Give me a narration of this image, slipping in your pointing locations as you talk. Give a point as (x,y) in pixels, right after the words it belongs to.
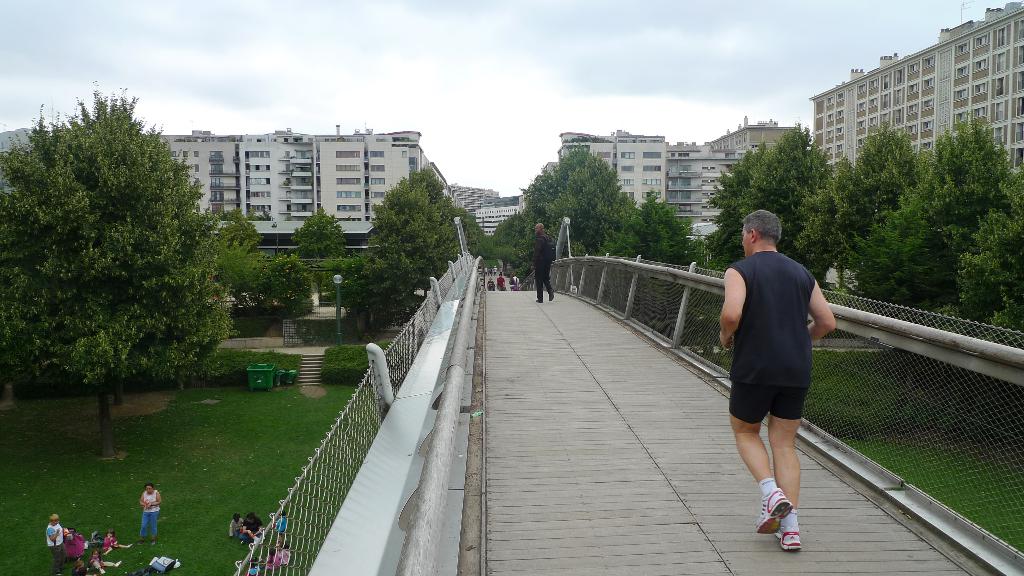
In this image I can see a bridge (632,268) on the bridge (632,268) I can see persons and there are some trees (102,210) and buildings (374,191) visible in the middle (365,202), at the top (558,65) I can see the sky (617,122), in the bottom left (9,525) I can see persons (145,498) visible on ground (94,509) and there is a green color container (261,378), pole (338,283), staircase (306,364) visible on the left side (309,377).
